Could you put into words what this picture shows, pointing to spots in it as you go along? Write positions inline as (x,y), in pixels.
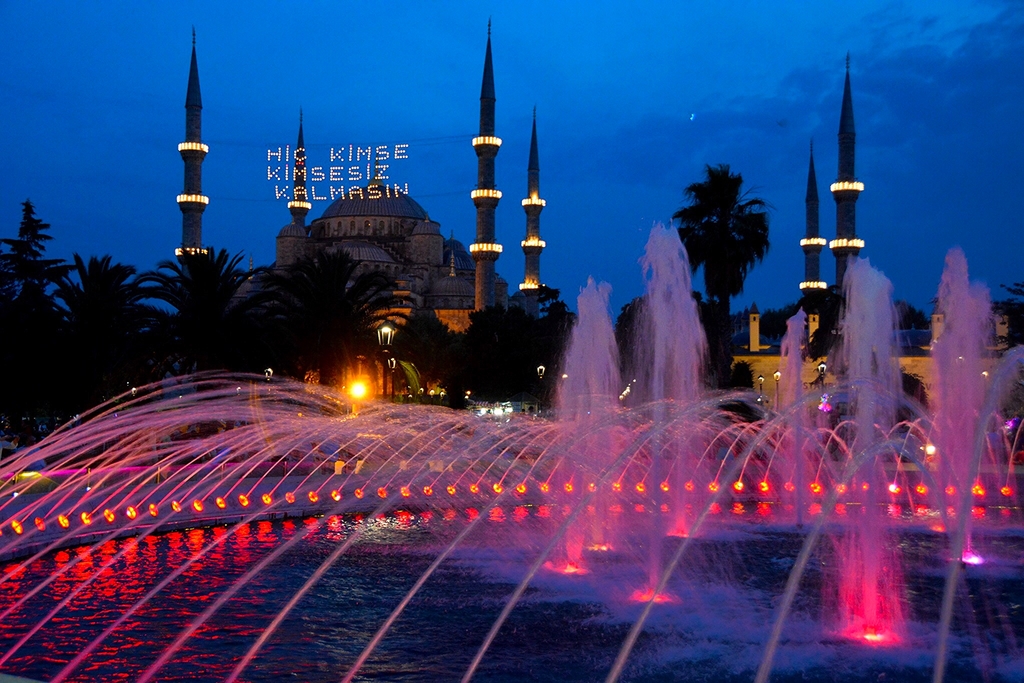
In the center of the image (412,285) there are buildings (391,272) and trees (322,319). At the bottom (217,481) we can see a fountain (515,594). There are lights (354,395). In the background (664,173) there is sky (336,83).
